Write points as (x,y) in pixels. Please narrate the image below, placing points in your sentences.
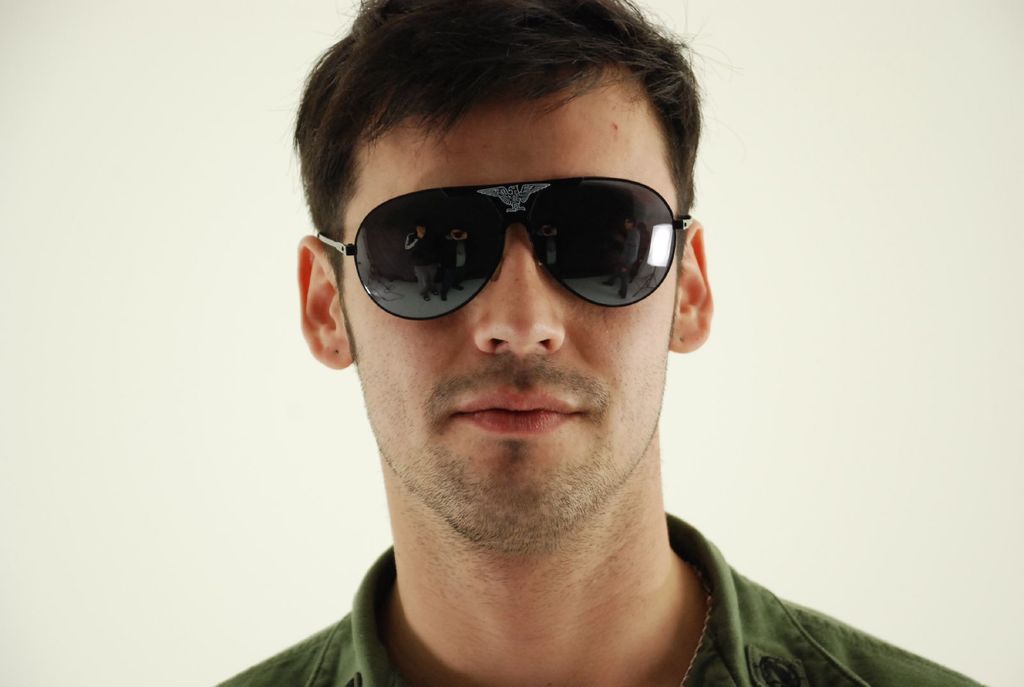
In this image I can see a man (561,437), I can see he is wearing green colour dress (729,644) and black shades (422,277). In the background (781,321) I can see white colour.
